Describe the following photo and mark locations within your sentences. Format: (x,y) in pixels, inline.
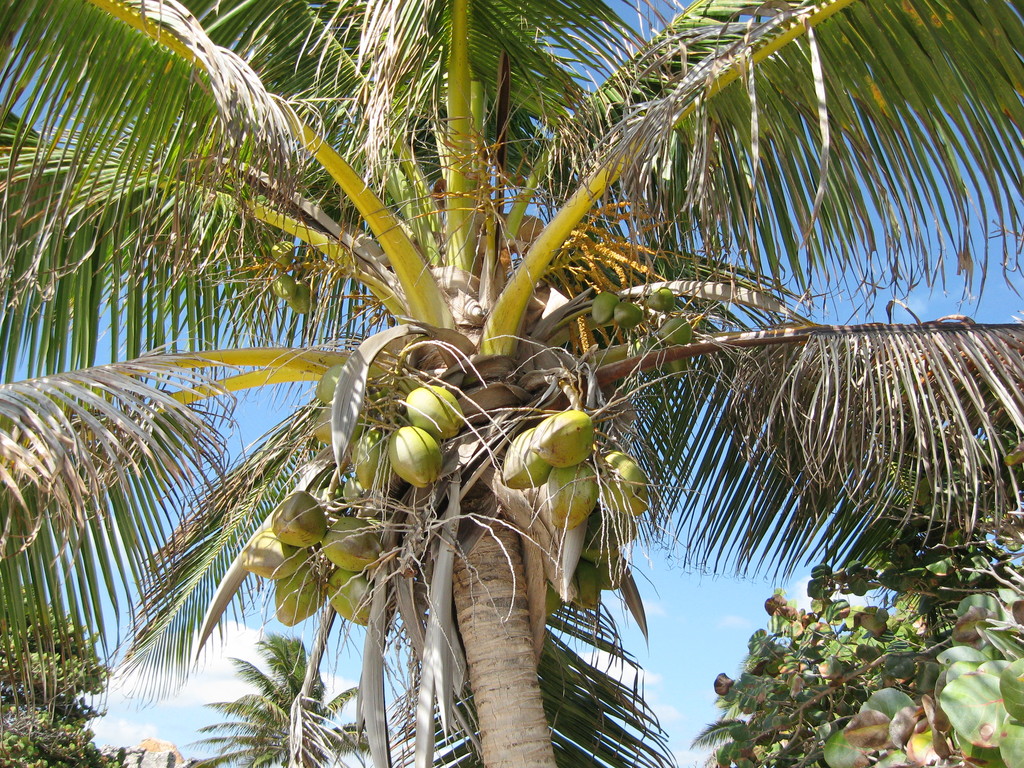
In this image, we can see some trees (754,423). In the background (678,601), there is a sky (678,601).
